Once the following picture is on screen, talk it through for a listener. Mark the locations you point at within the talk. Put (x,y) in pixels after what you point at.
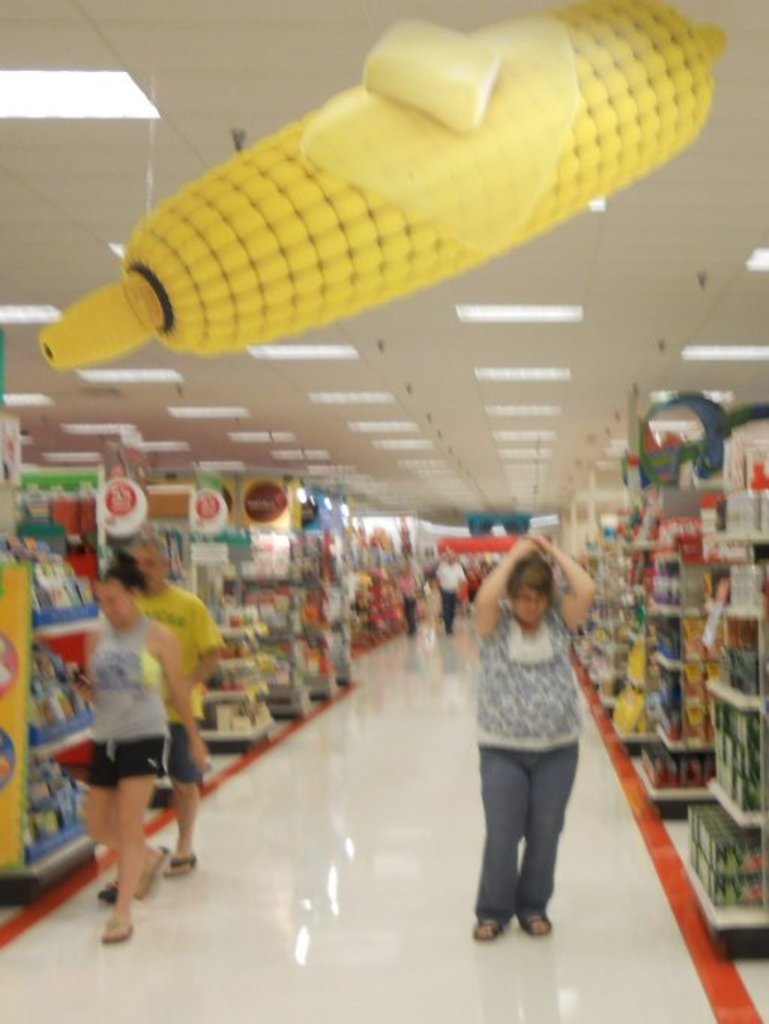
This picture is blur, there are people (146,628) and we can see floor (373,859), boards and objects (762,877) in racks (97,498). At the top (625,115) we can see lights (516,321), ceiling (491,425) and maize (387,56).
